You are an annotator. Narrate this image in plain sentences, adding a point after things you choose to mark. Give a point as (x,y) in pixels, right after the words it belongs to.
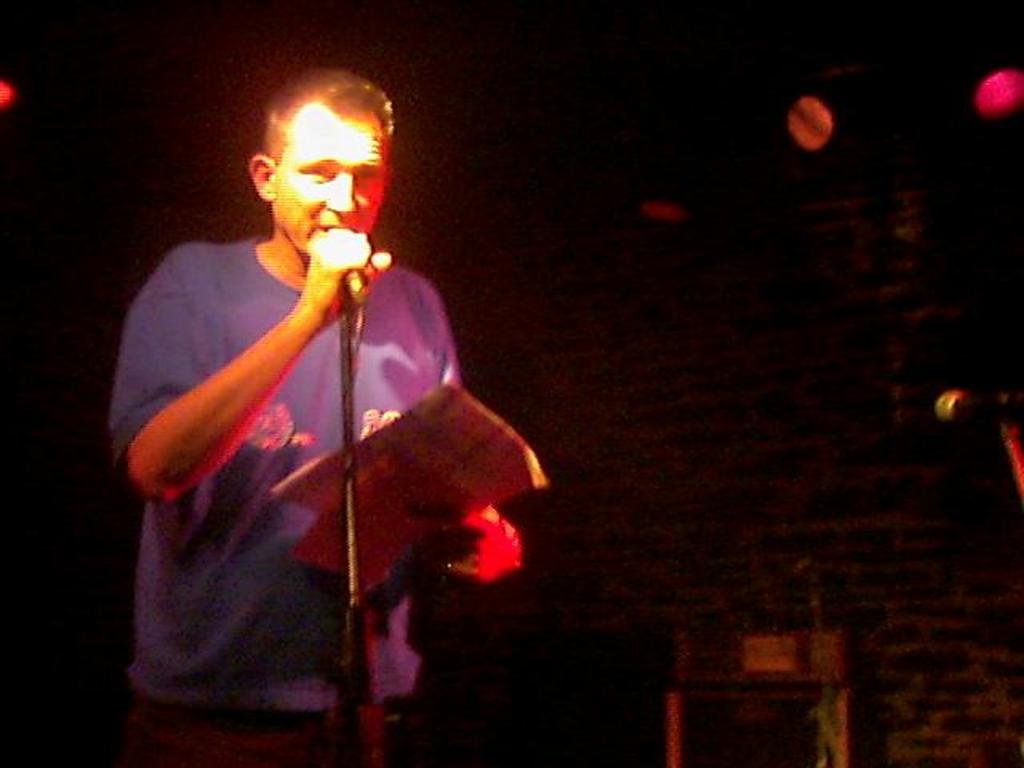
a person (190,590) is standing, speaking. in front of him there is a microphone (348,290). he is holding microphone (348,305) in his hand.
